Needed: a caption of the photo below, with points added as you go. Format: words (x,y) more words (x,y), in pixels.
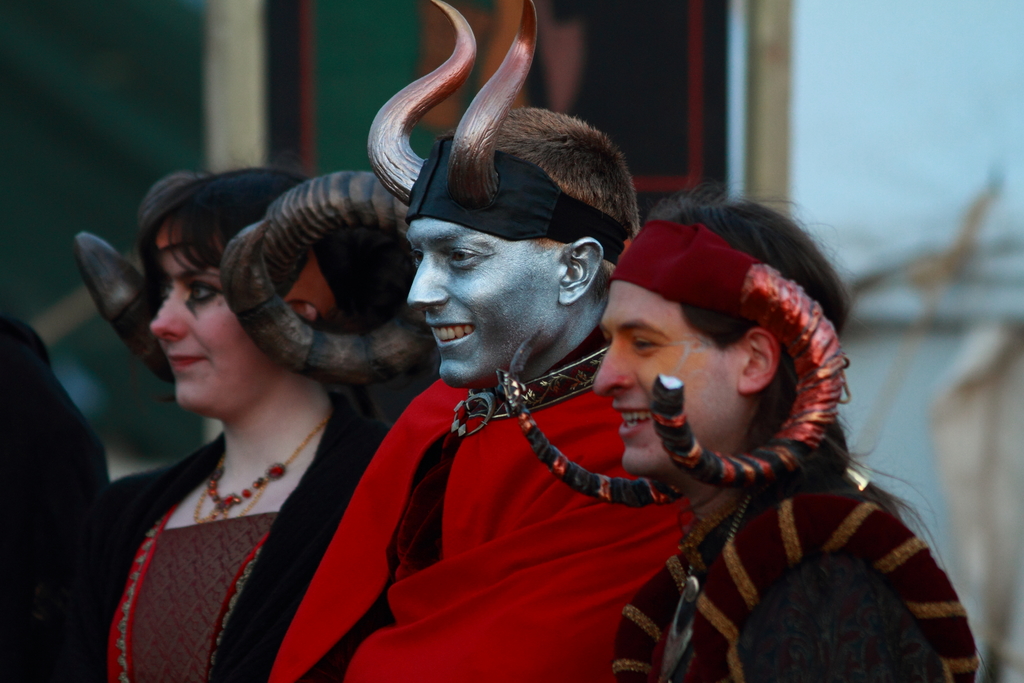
There are people (366,291) standing. Background (974,83) we can see wall (901,89).
